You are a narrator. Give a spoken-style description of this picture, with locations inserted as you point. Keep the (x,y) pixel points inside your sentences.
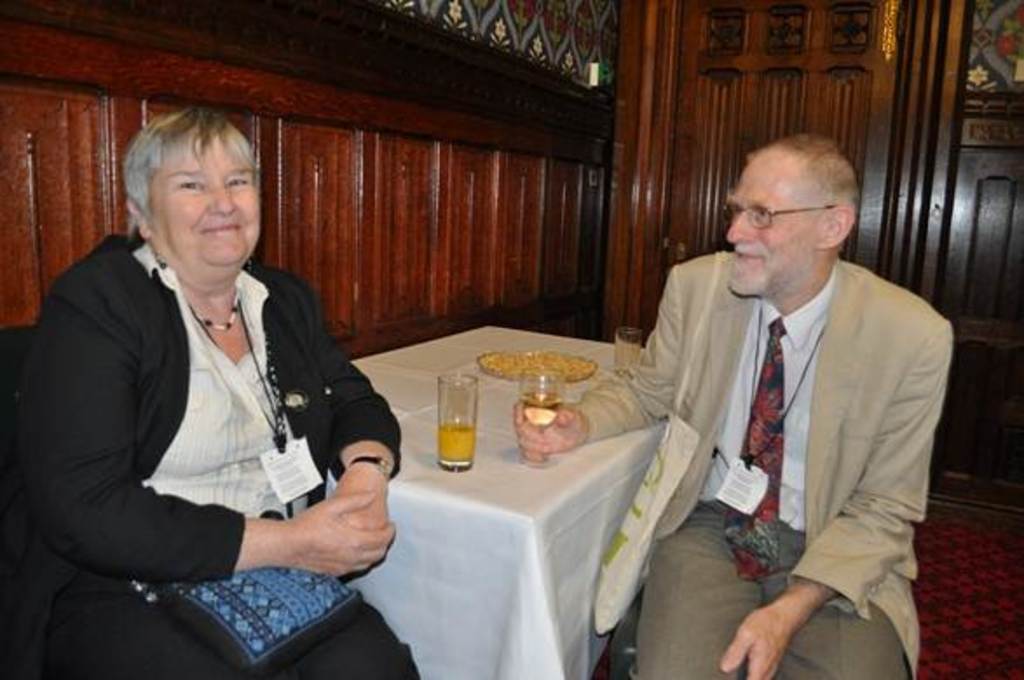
In this picture we have two people (825,340) sitting on the chair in front of the table (504,446) on which there are two glasses (554,375) and a plate (524,352) and behind them there is a wooden wall (264,109) and a door (842,83).
